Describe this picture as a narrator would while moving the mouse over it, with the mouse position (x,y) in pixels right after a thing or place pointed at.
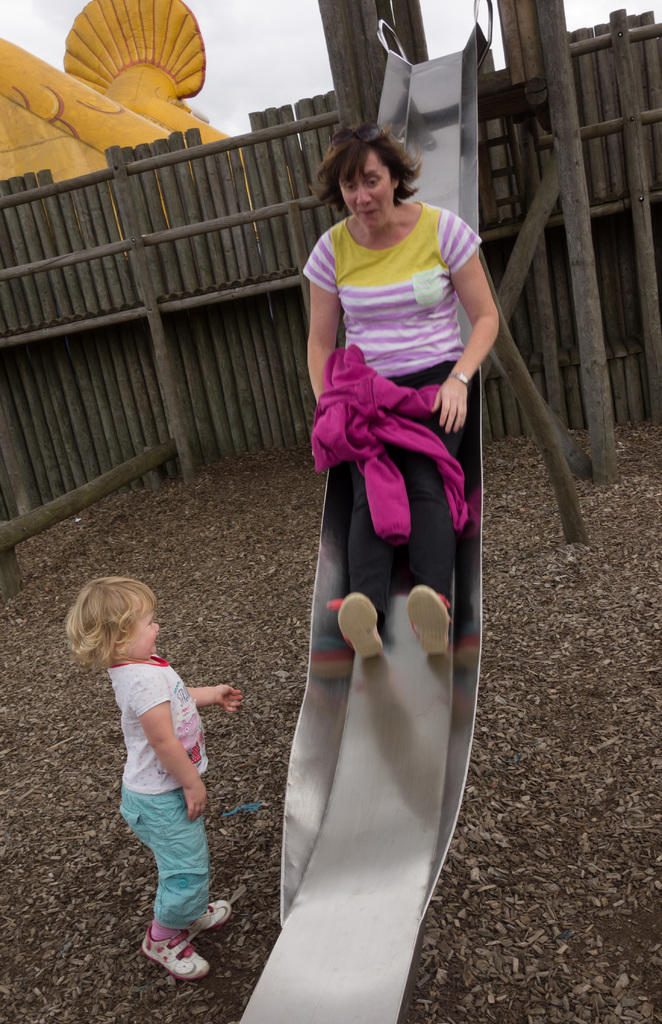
In this image in the front (153,767) there is a kid (161,820) standing and there is a woman (420,364) sliding on slide (460,605) and smiling. In the background (271,141) there is a wooden fence (174,258) and there is an object (113,129) which is yellow in colour and the sky (302,91) is cloudy.
